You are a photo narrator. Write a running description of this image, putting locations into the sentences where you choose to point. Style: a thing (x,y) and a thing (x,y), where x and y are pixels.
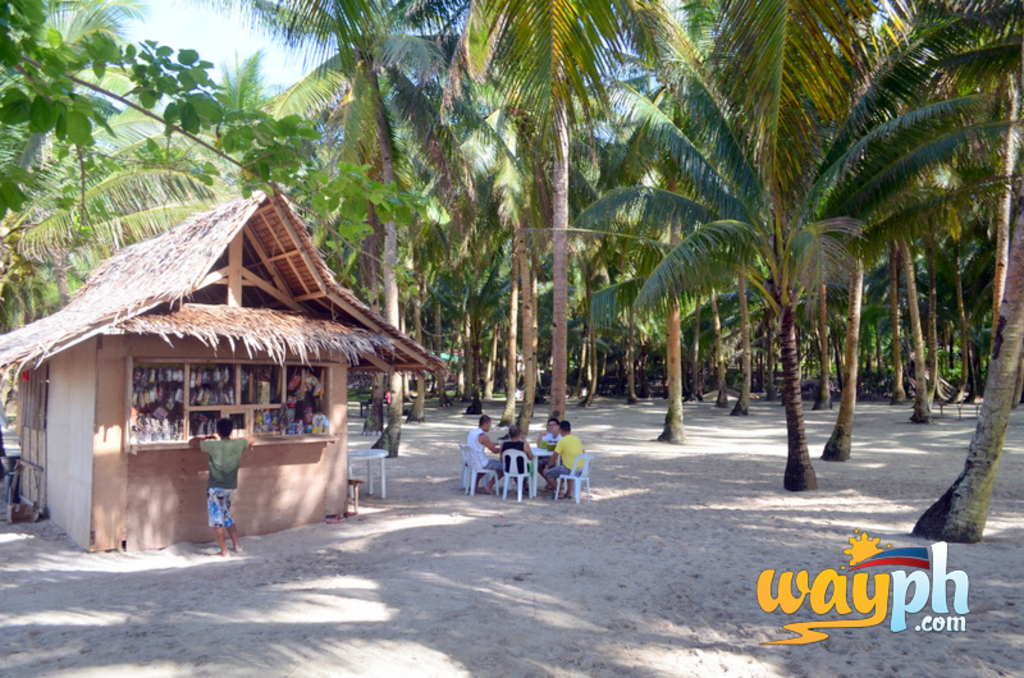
In this image I can see small house (228,353) in front of house (242,406) I can see a person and in the middle (557,447) there is a table (545,456), around the table (542,448) there are some persons (484,469) sitting in the chair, there is another table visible beside the house (349,348) and there are some trees (682,229) visible in the middle (666,228), in the bottom right (807,587) there is a text (768,584) visible.
